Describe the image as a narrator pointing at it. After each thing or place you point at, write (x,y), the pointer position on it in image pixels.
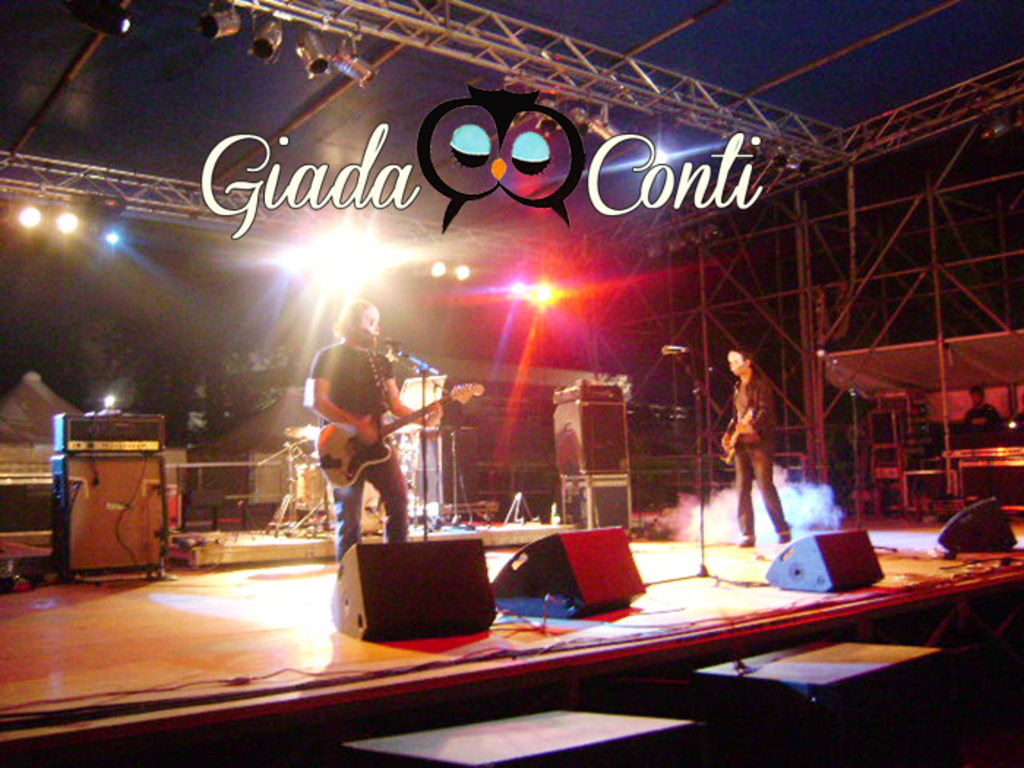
In this Image I see 2 men (759,433) who are holding their guitars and this man (372,325) is standing in front of a mic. In the background (978,470) I see the lights (366,267), few equipment (441,545) and the smoke (814,506) and I can also see another person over here.
